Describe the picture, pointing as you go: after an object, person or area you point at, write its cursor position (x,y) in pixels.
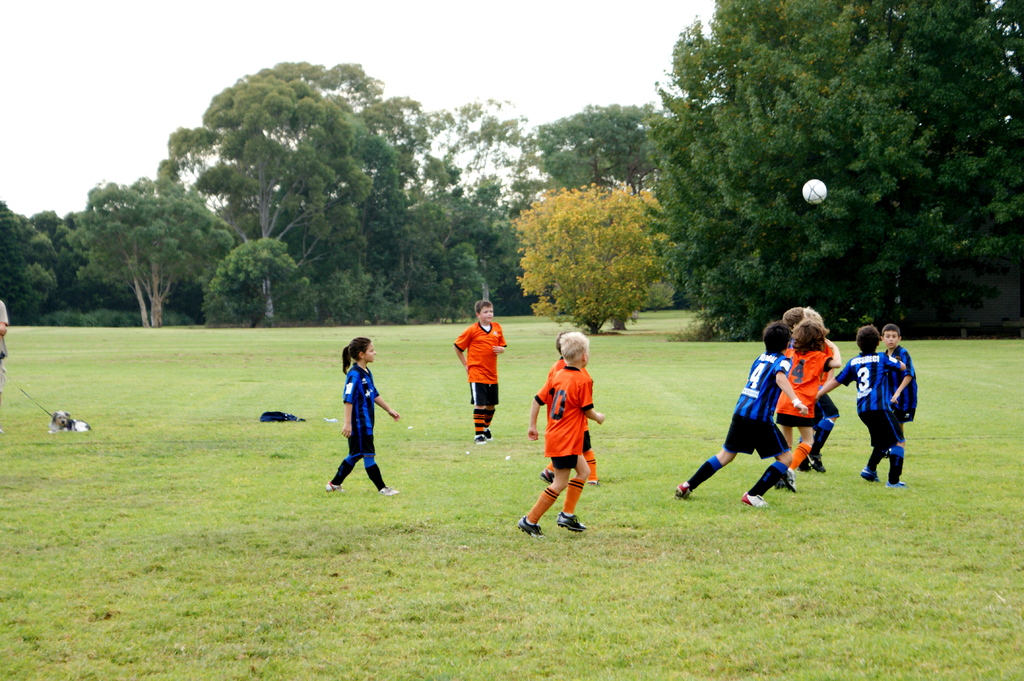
In this image children's (581,461) are playing in the garden (408,405), in the background (834,222) there are trees (389,218).
